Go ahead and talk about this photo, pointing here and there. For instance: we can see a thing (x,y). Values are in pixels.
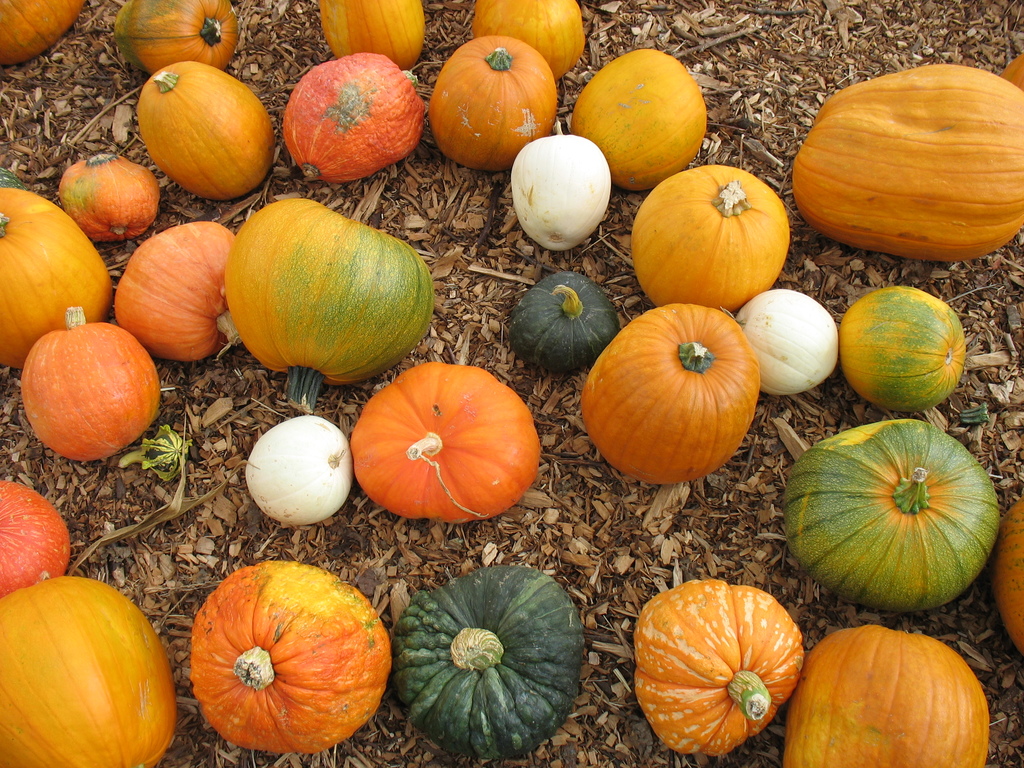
In this image, we can see there are squash (395,95) and pumpkins (665,218) arranged on the ground (493,310), on which there are wooden pieces (483,195) and sticks (130,145).
